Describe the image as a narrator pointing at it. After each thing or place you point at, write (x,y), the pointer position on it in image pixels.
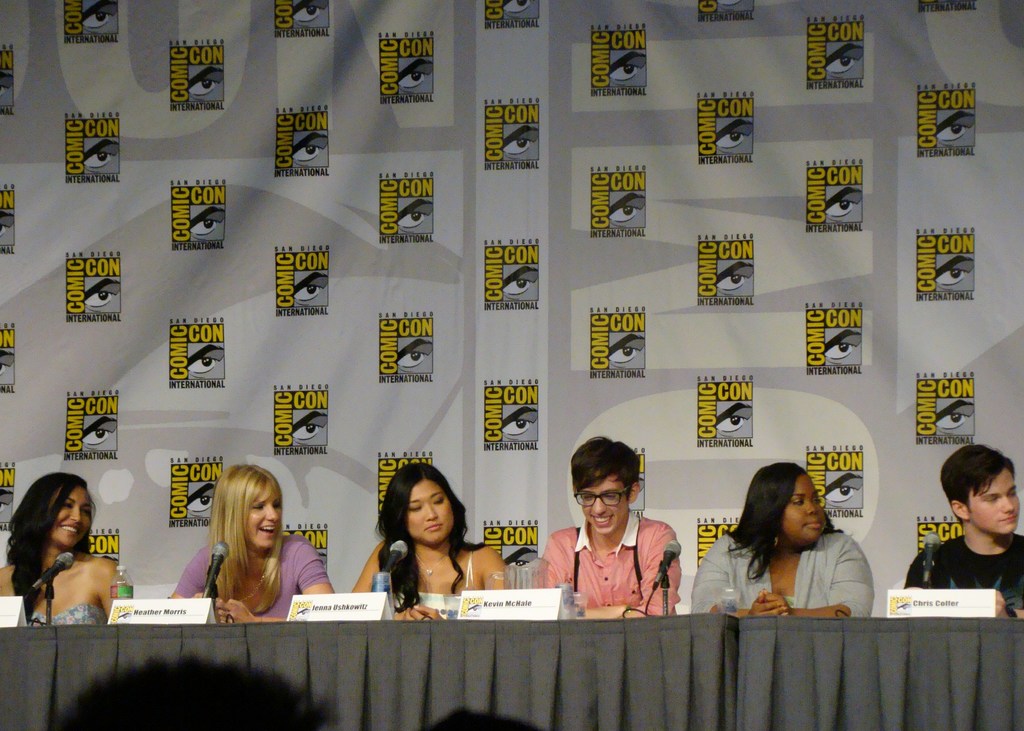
In this image there are six persons (494,571) who are sitting in the chairs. In front of them there is a table (251,641) on which there are mics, boards (160,612), water bottles (128,589). In the background (521,261) there is a banner (536,268).
